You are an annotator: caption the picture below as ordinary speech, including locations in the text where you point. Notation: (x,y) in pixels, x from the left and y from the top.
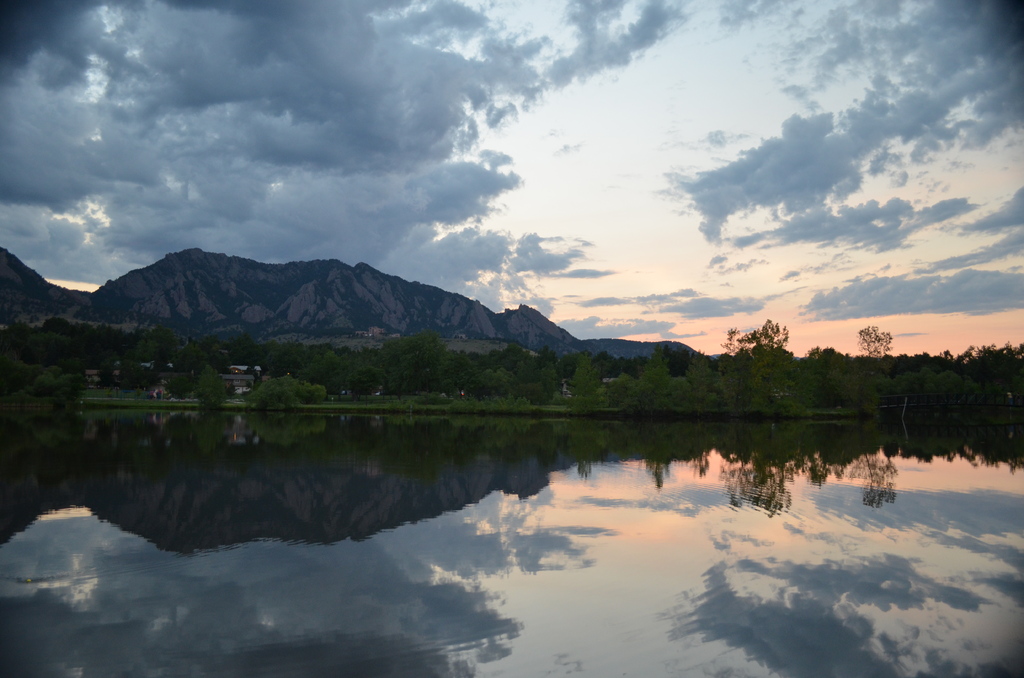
In this picture I can see there is a lake (938,427), there are trees (615,388), mountains (242,279) in the backdrop (251,304) and the mountains (225,286) are covered with trees (227,287). The sky (717,165) is cloudy, there is a reflection (463,536) of the sky (785,302) in the lake (638,553).
